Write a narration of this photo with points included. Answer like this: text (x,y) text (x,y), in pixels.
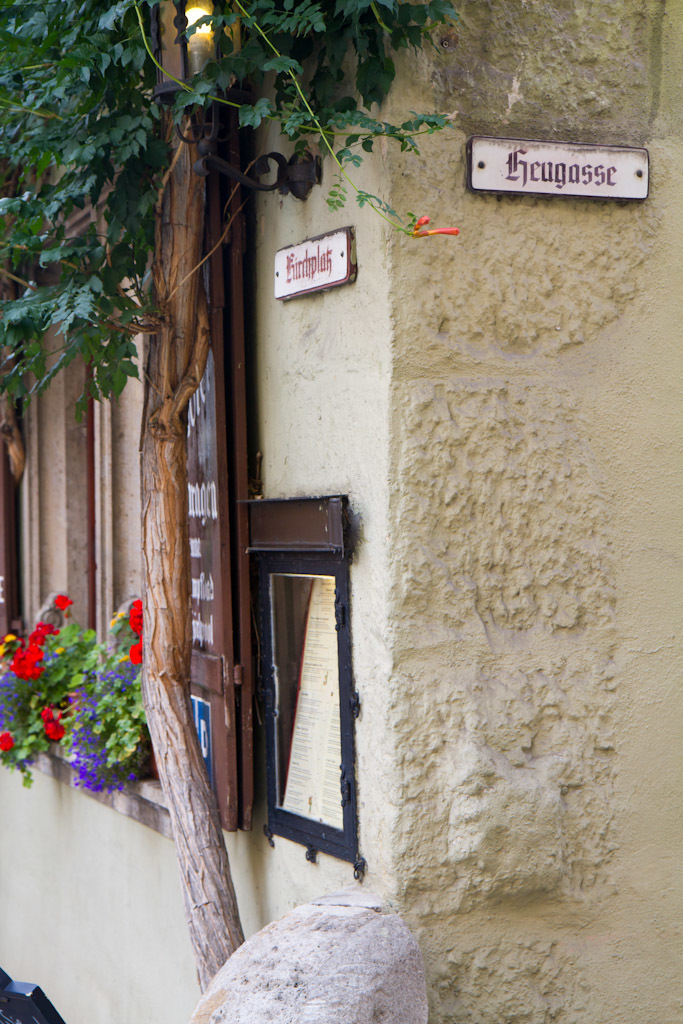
In this picture I can see the tree (177,724) on the left side (189,753). I can see flower plants (111,784) on the left side (95,757). I can see name plate board (326,265) on the wall (450,301).
